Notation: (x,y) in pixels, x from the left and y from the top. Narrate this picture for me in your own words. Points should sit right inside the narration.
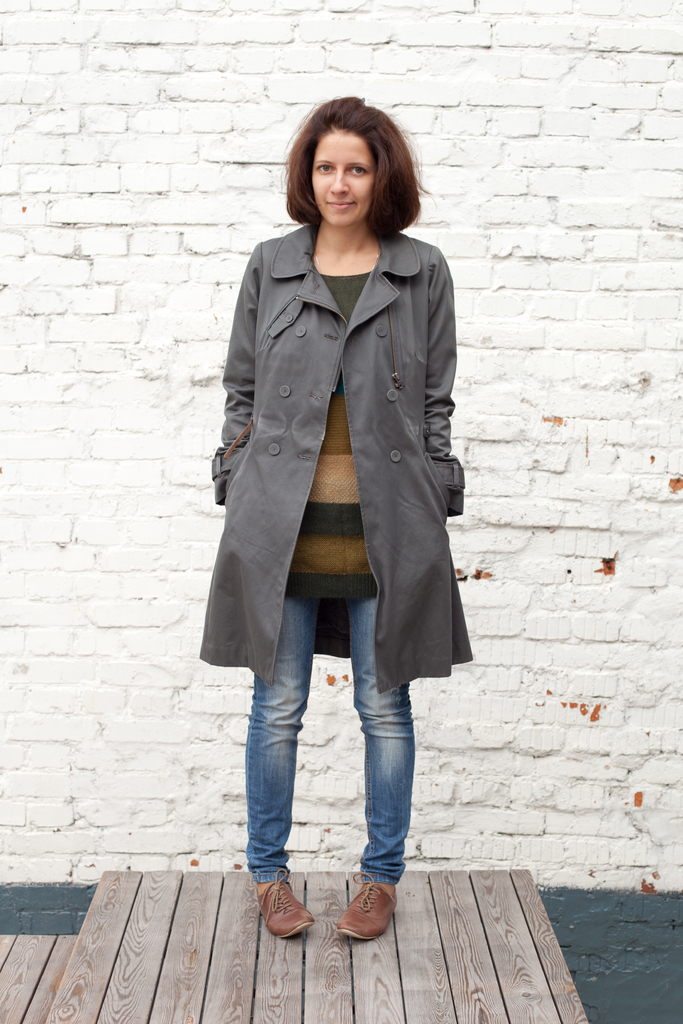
In this picture there is a woman (390,267) with grey jacket (389,432) is standing. At the back (533,110) there is a wall (621,712). At the bottom (302,945) there is a wooden floor (474,921).
